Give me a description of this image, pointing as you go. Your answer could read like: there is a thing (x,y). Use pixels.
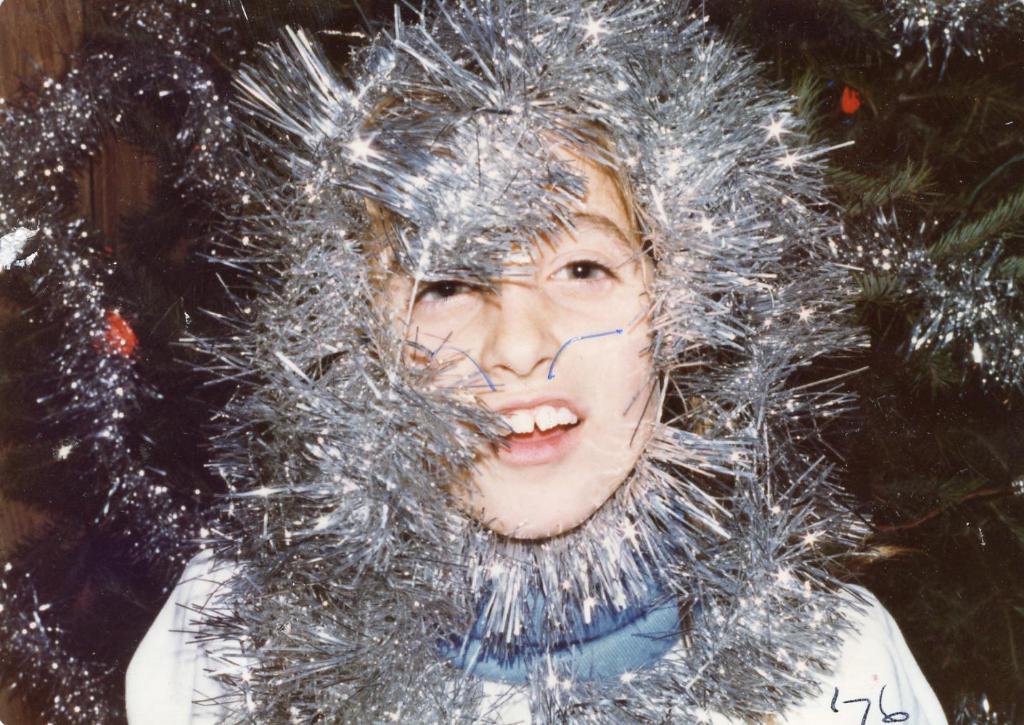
This is the picture of a person (582,500) who is wearing a decorative item (669,223) on him and in the background (909,530), there is a Christmas tree (955,647).
